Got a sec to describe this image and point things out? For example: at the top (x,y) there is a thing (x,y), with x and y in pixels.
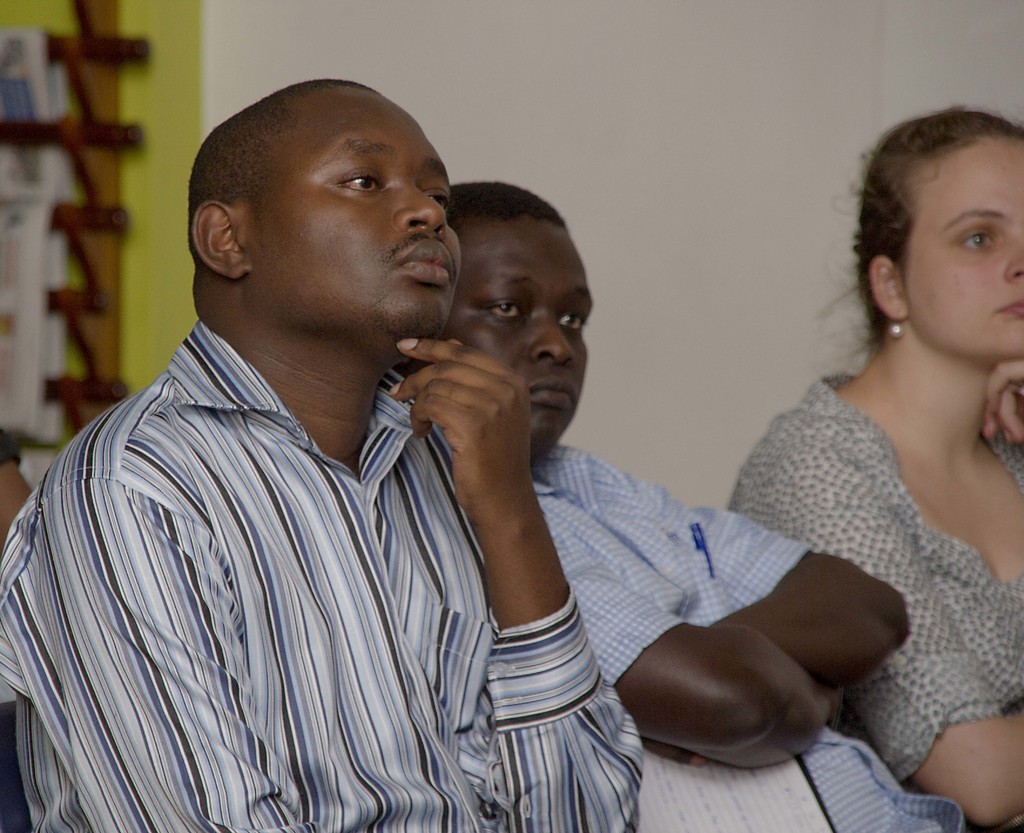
In the picture we can see two men (442,659) and one woman (898,659) are sitting and watching something keen and behind them, we can see a wall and beside it we can see a rack (108,367) with some papers (42,266) in it.
